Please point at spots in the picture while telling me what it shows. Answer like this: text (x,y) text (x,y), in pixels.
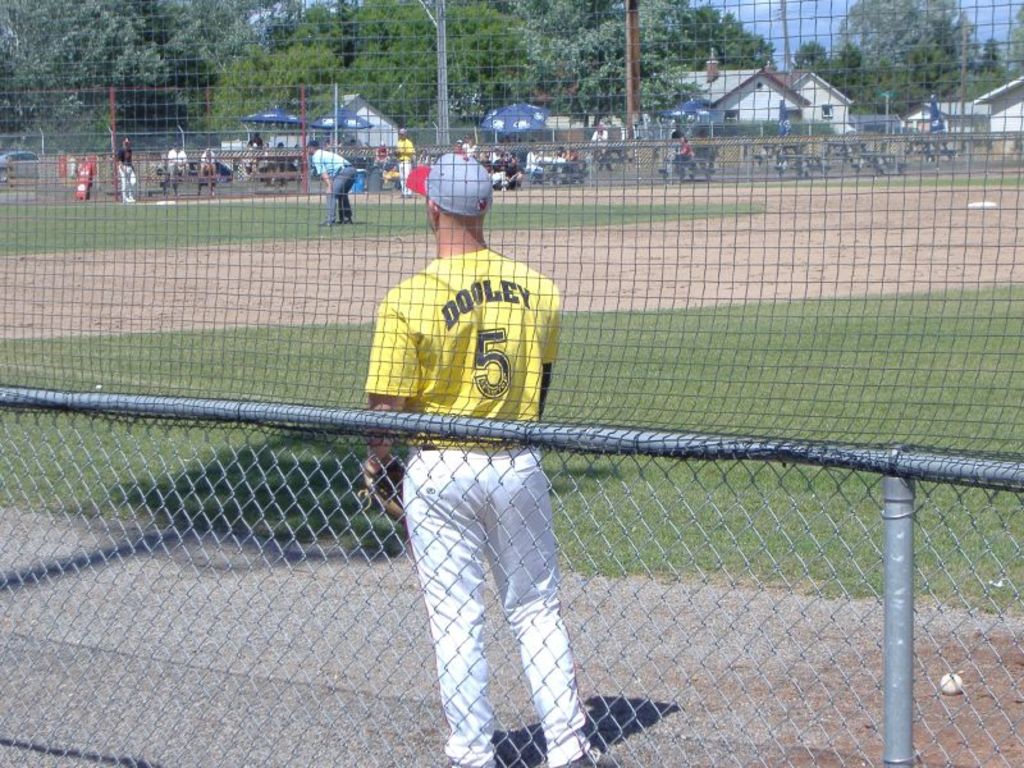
In this picture we can see the grass (875,398), ball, fencing net (902,604) and two people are standing on the ground (243,197). In the background (581,101) we can see some people (688,154), umbrellas (264,118), buildings (916,116), trees (834,80), vehicles (19,155), some objects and the sky (777,37).
